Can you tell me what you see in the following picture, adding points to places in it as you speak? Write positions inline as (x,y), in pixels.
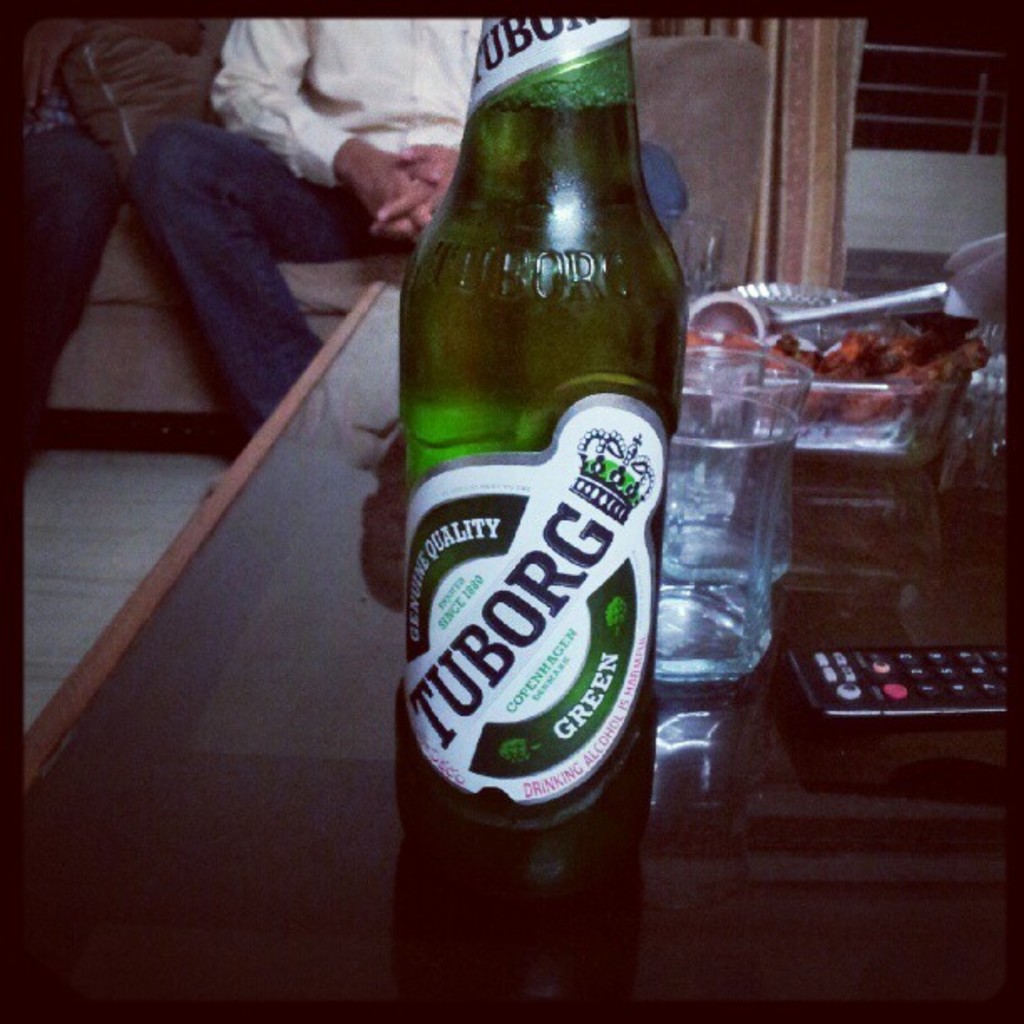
In this image we can see persons (241,139) sitting on the sofa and a table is placed in front of them. On the table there are serving plate (837,326) with food (880,353) and ladle (818,316) in it, glass tumblers (765,608), remote (867,687) and a beverage bottle (498,496).
